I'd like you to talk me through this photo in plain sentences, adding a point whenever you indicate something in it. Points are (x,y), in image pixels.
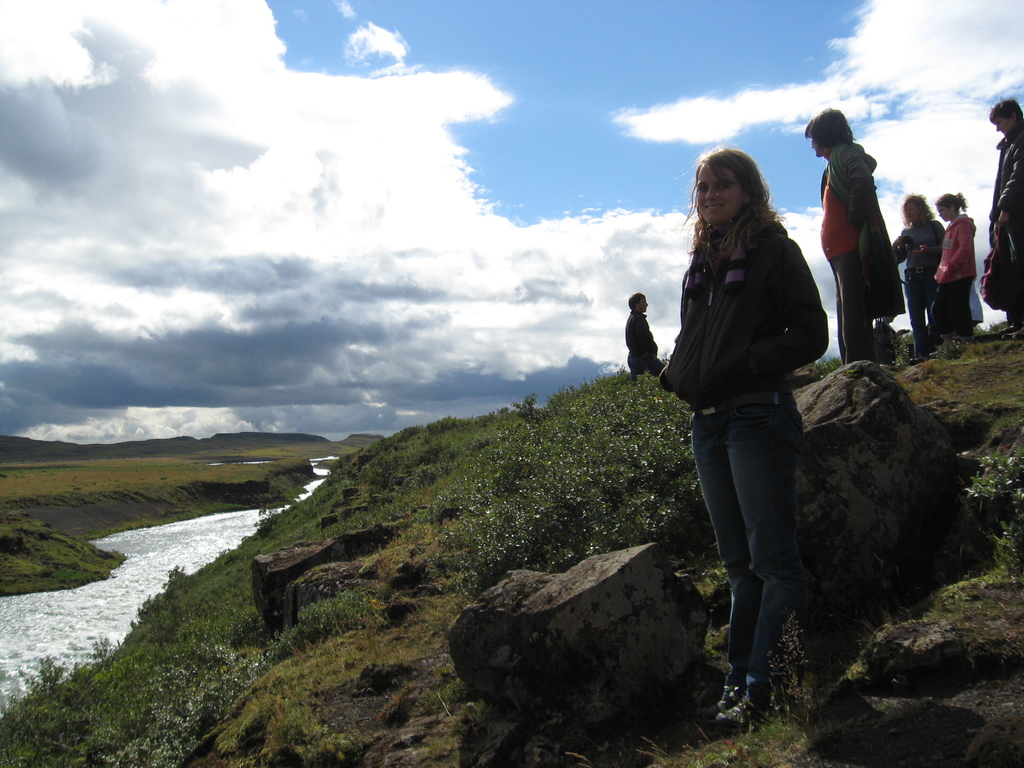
As we can see in the image there is water (75,630), grass (312,508), plants (472,568), rocks (471,642) and few people (819,317) here and there. On the top (309,102) there is sky (227,163).
